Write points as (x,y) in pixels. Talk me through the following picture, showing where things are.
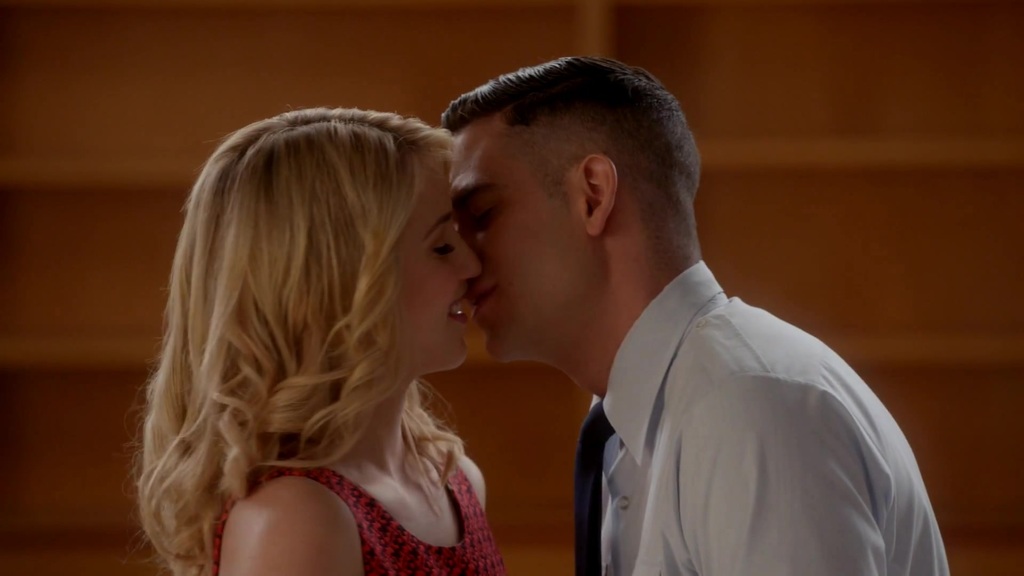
In this image we can see a two persons (552,349) are kissing each other.
